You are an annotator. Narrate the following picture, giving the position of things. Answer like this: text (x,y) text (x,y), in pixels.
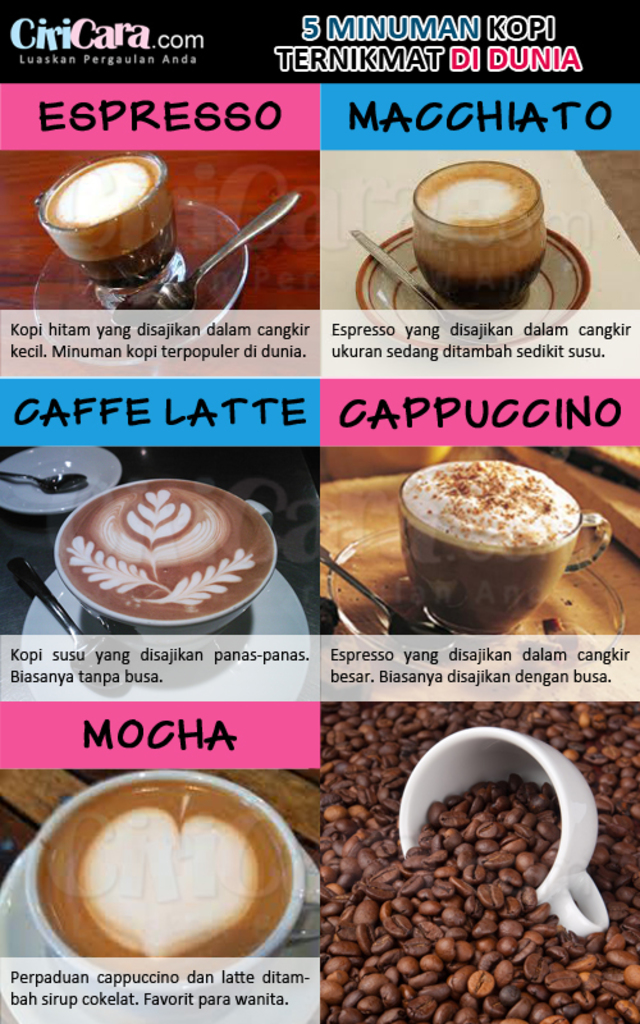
A poster (93,307) of a coffee (157,802) and coffee beans (476,895). In this picture there is a cup (136,224) of coffee (104,224), saucer (189,231) and spoon (178,290).
